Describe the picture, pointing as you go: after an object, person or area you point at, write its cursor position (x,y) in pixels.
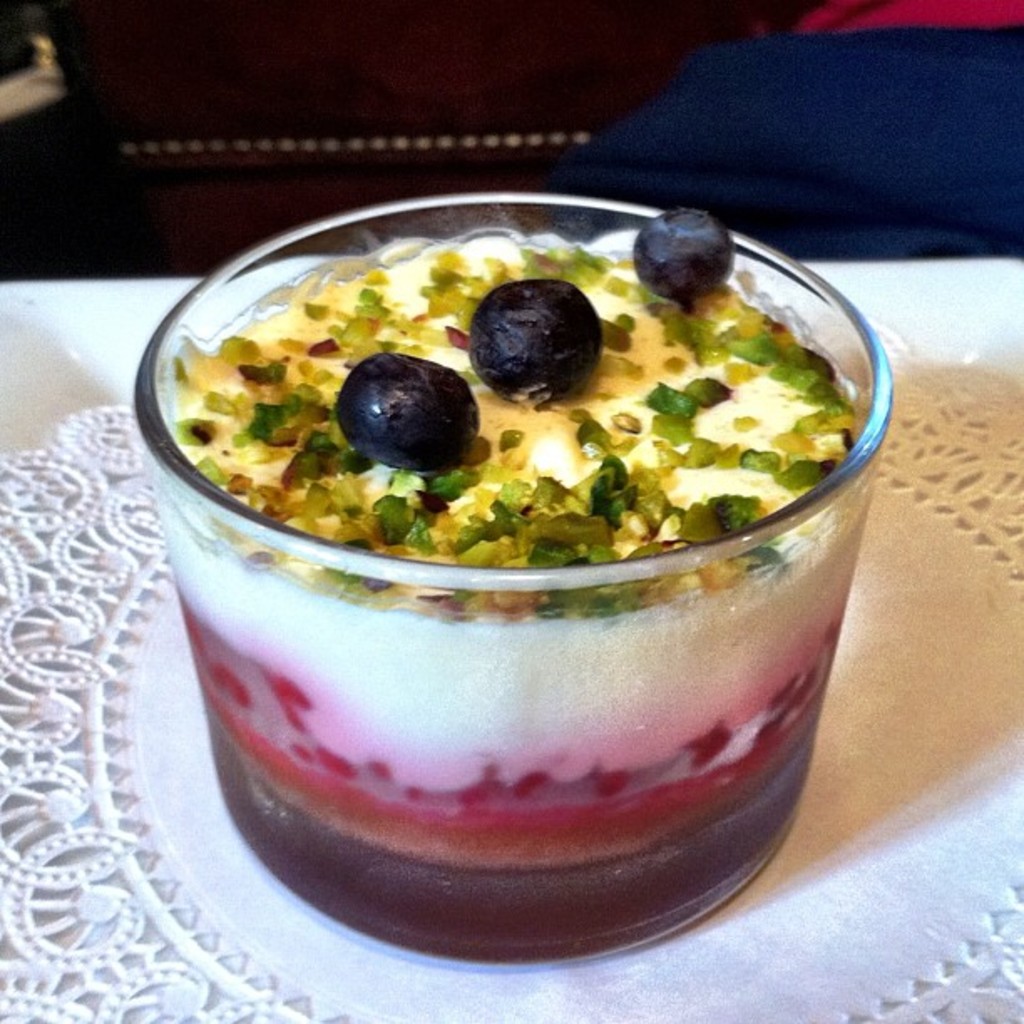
In this image I can see a dessert (431,668) in a glass (508,773). There is a coaster (184,977) and in the background (162,148) there are some objects (298,45).
